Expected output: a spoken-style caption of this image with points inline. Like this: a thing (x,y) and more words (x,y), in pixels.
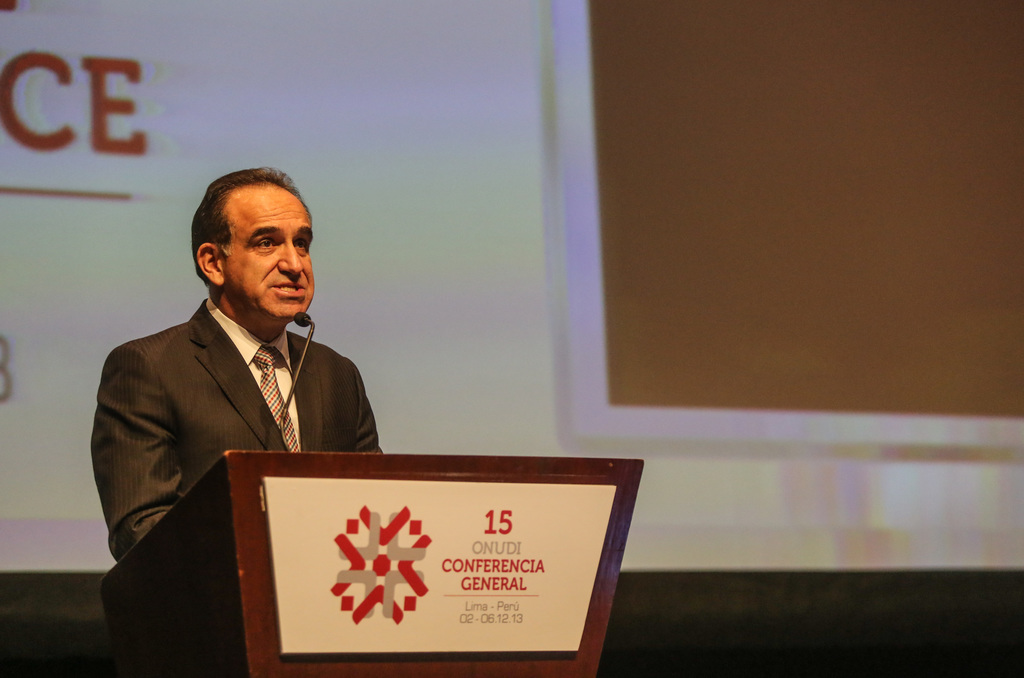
On the left side of the image (176,359) we can see a man (236,371) is standing and talking, in-front of him we can see a podium (341,488). On podium (292,526) we can see a mic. In the background of the image (371,377) we can see a screen (520,246), board (841,240). At the bottom of the image (793,608) we can see the wall (20,677).
